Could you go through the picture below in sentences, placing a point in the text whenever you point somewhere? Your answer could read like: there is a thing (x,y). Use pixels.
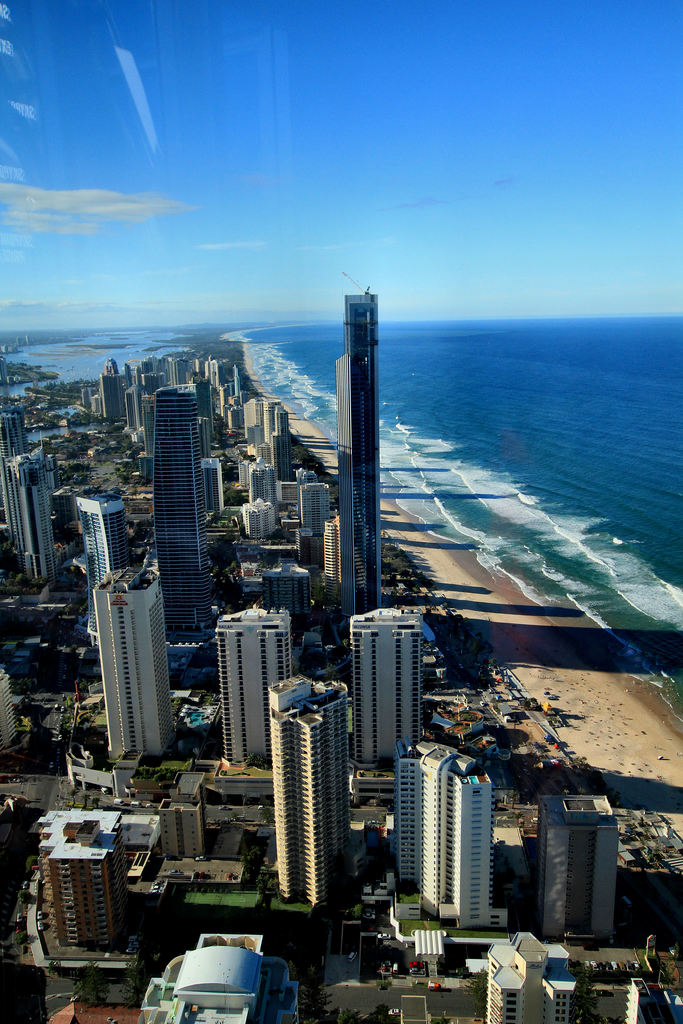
This is a top view of a city (281,526), in this image we can see buildings (247,511) and water (308,401).
